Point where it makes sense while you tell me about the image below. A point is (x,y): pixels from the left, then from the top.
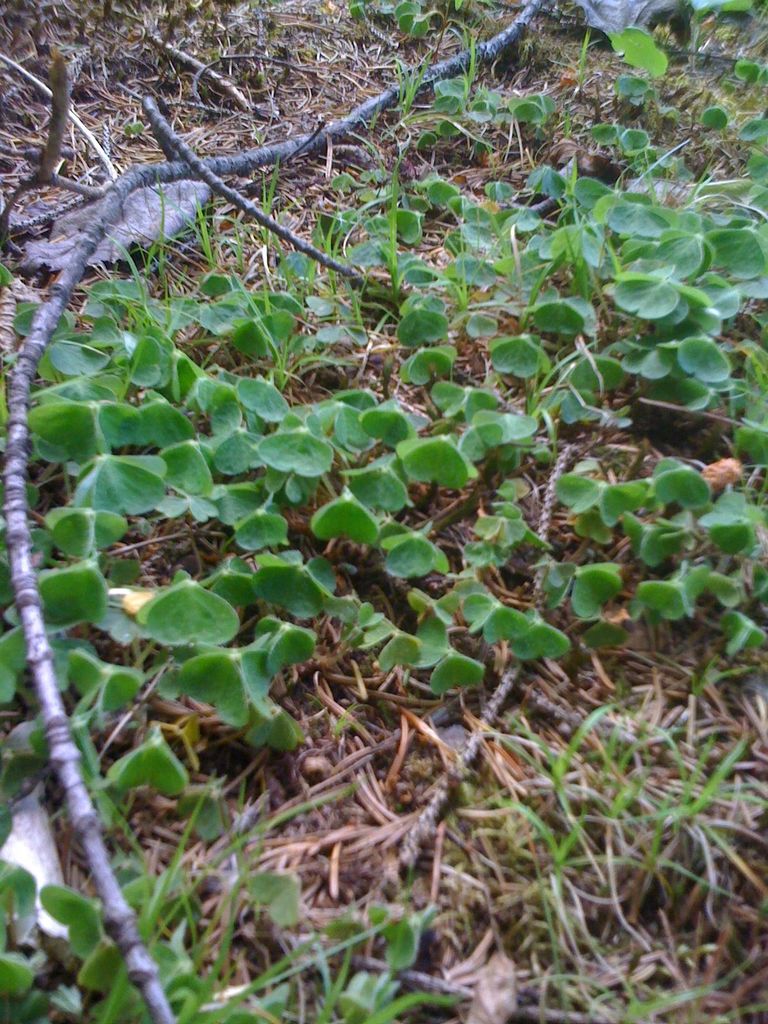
In this image we can see a group of plants (410,665), grass (592,861) and some dried branches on the ground (376,22).
